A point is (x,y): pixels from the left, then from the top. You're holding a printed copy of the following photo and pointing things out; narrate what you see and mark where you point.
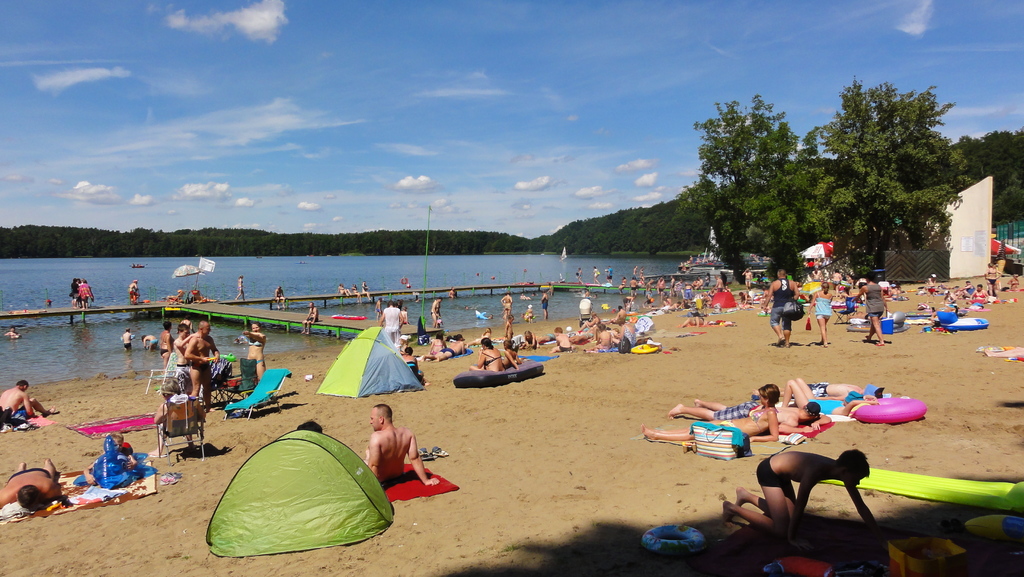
In this picture we can see tents (388,350), tubes (126,465), chairs (193,420), footwear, umbrellas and other objects (700,423). We can see a few people (368,454) sitting and some people (195,345) standing on the ground (662,367). There are trees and some objects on the water (113,281). We can see a few people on the wooden pier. We can see the cloudy sky (389,111).
